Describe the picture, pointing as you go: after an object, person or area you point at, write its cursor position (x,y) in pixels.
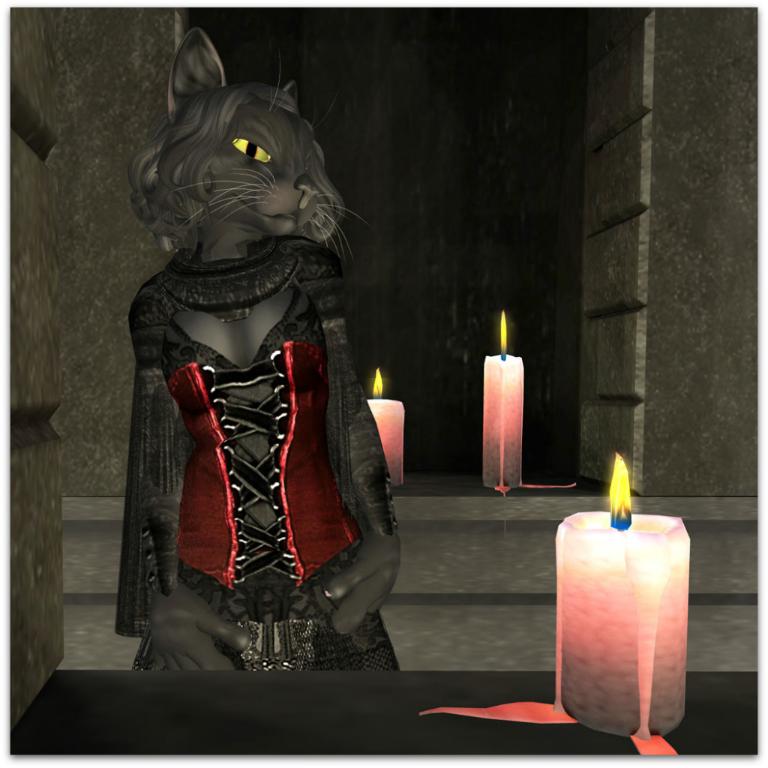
In this image, we can see a cat cartoon (281,539) and there are candles (564,558).
